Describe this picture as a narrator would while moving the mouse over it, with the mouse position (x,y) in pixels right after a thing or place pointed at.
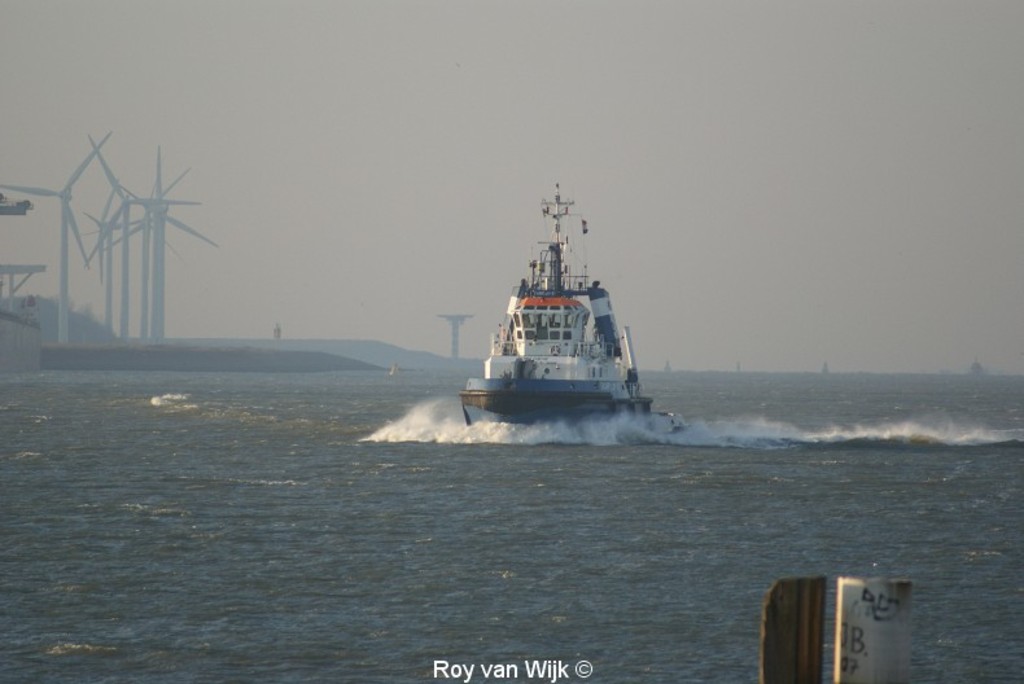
In this picture I can see a ship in the water (515,498) and few windmills (157,276) on the left side (126,204) and I can see water (339,543) and text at the bottom of the picture (415,616) and I can see cloudy sky (504,168).
